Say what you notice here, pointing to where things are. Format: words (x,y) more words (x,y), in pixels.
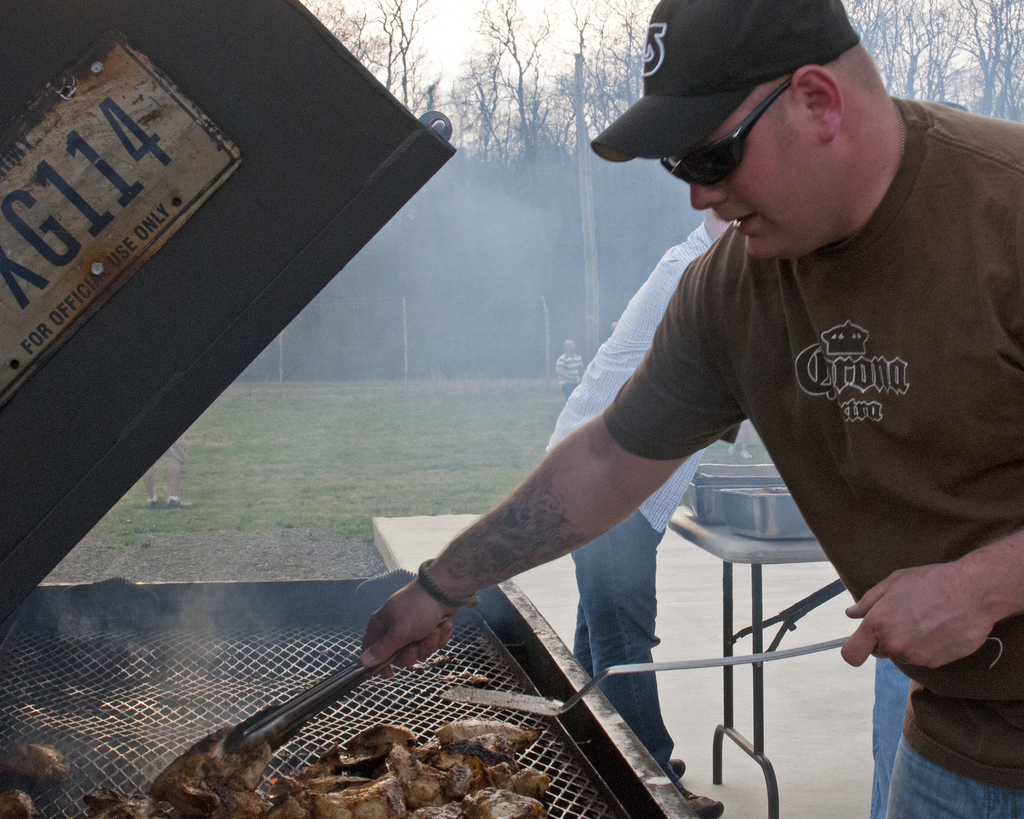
This image is taken outdoors. At the top of the image (462,30) there is a sky (488,25). In the background (510,280) there are many trees (974,51) and there are two persons (569,369) walking on the ground (492,401). On the left side of the image (216,684) there is a grill (317,83) and there are few pieces of meat (433,775) on the grill (251,695). On the right side of the image (804,263) a man (789,220) is standing and cooking. Another man (598,364) is standing and there is a table (712,528) with two utensils (739,507) on it.
